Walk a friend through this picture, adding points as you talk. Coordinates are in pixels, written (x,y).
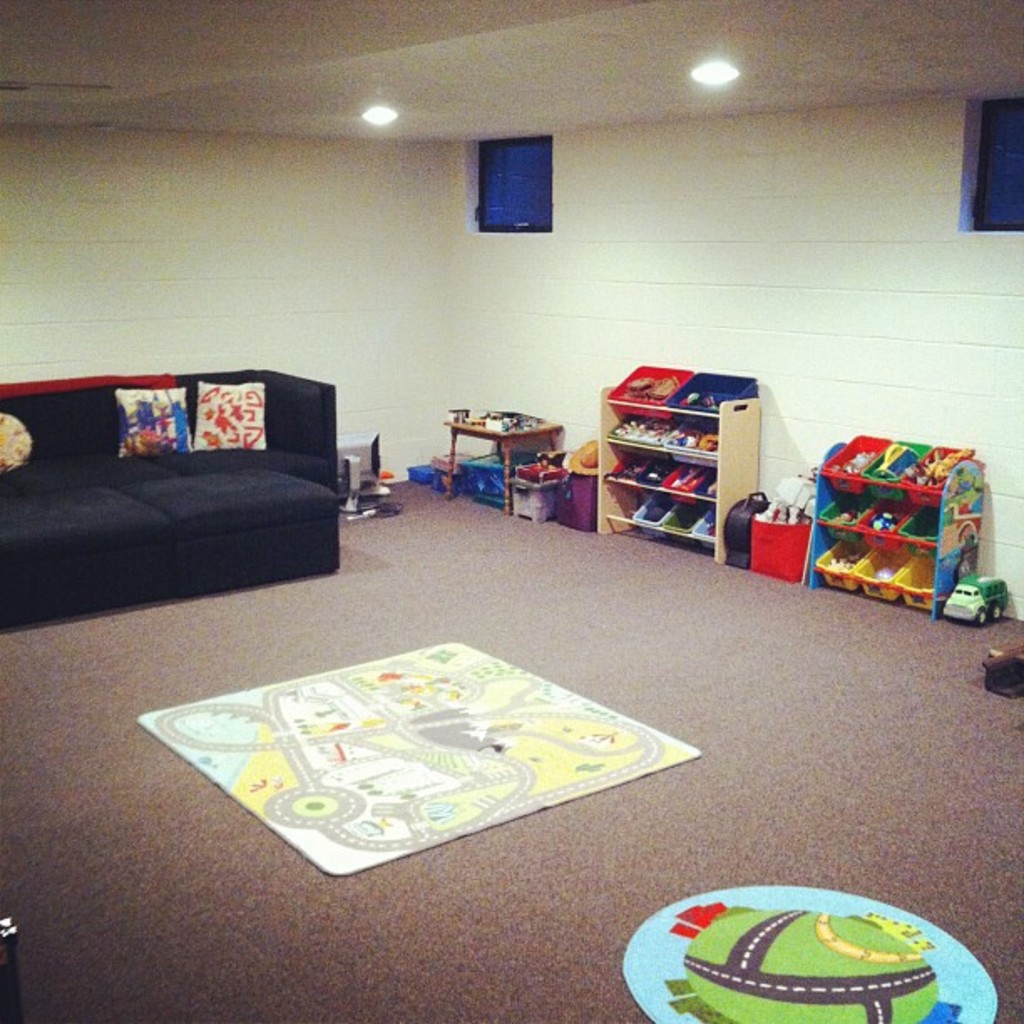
It is a room (446,431) there is a black color sofa (187,473) on the sofa (200,478) there are three pillows (218,414) to the right side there is a table (483,433) and there are some things (495,424) put on table (509,434), below that there is a blue color box (483,482), to the right side (748,414) there is a rack (731,440) in the rack (664,455) there are different toys (671,426) are kept to the right side (776,565), there is a red color basket (775,546) and also a bag (730,541) beside that there are some toys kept in the rack (921,507) to the right side (997,596) there is a toy (987,611), in the center (374,681) there is carpet (379,759) which are of different images (827,975) on them.
